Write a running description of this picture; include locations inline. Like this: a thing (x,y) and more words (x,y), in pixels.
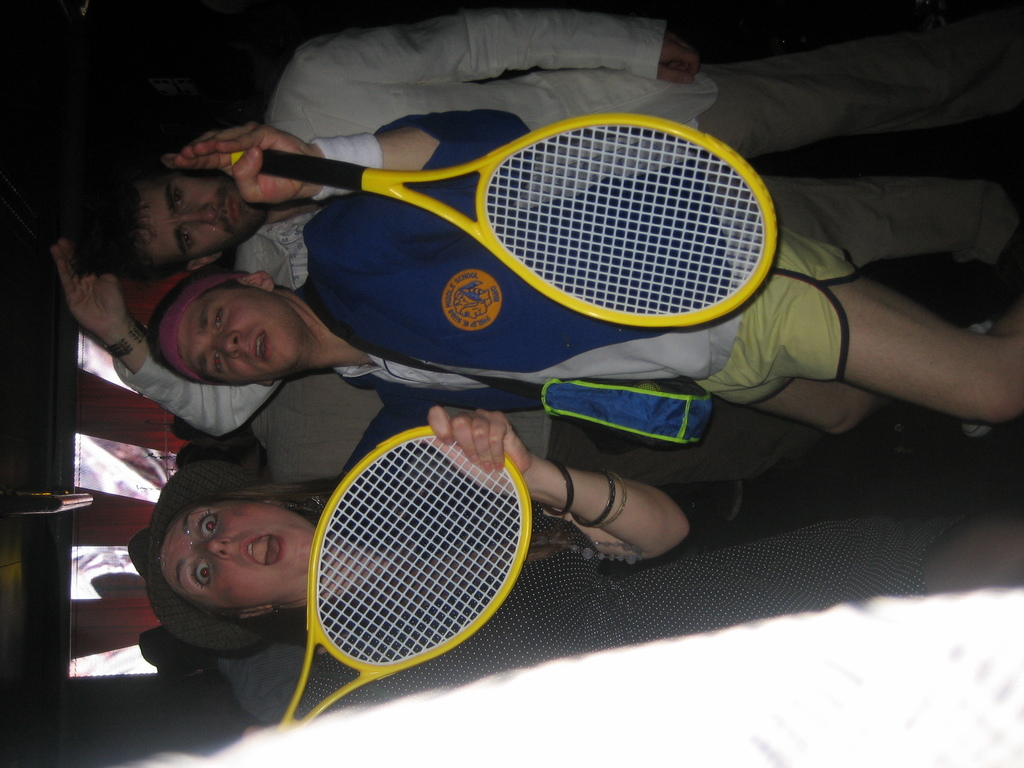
In the picture I can see these two persons (525,348) are holding yellow color rackets (410,487) in their hands (505,444) and standing and the background of the image (533,421) is dark, where we can see a few more people (275,223) standing.
